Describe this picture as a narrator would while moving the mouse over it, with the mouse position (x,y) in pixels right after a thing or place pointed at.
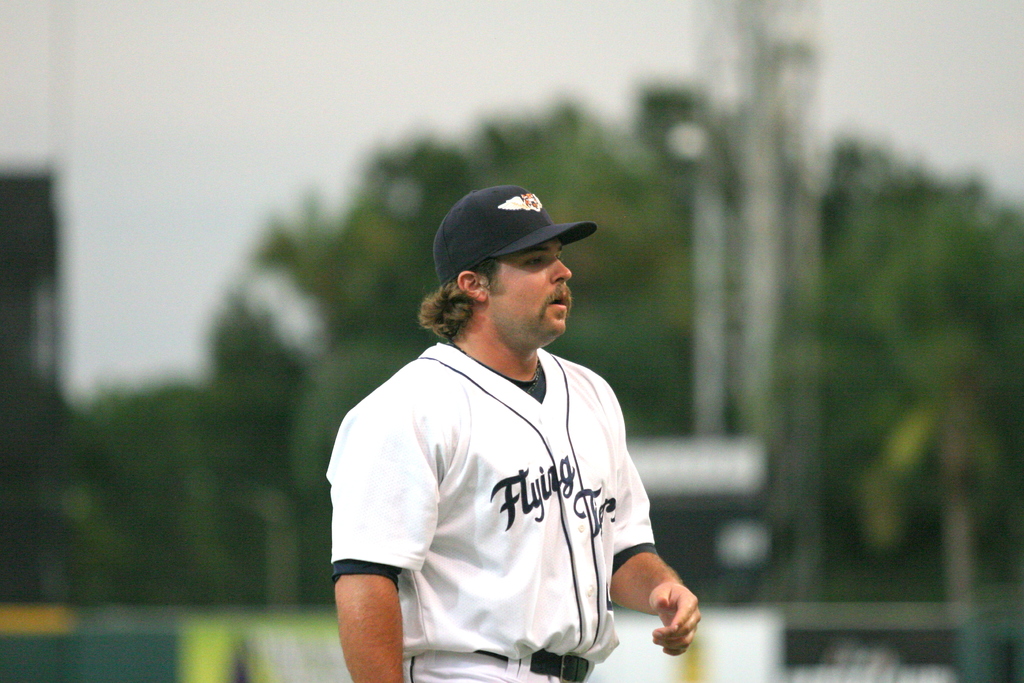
In this image I can see the person (450,480) standing and the person (511,243) is wearing white and black color dress (523,623). In the background (678,253) I can see few trees (278,348) in green color and the sky (219,104) is in white color.
